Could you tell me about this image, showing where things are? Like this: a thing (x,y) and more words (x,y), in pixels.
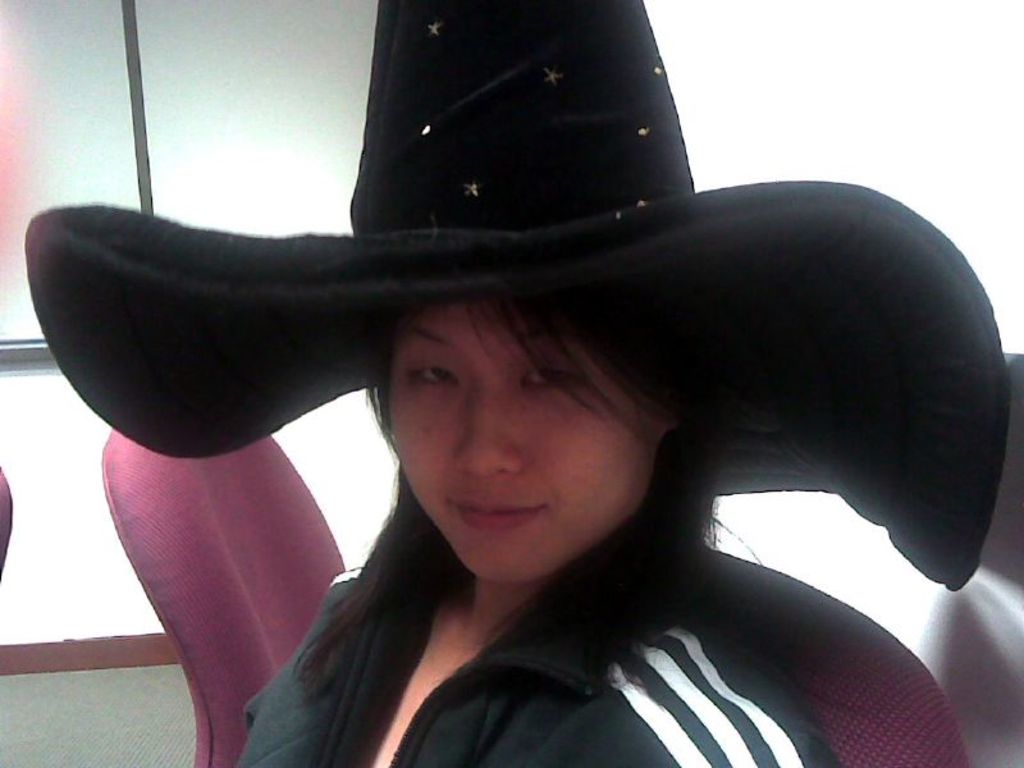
In the picture we can see a woman (570,534) sitting in the chair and she is wearing a hat (122,380) which is black in color and in the background (228,688), we can see a chair (235,699) which is pink in color and behind it we can see a wall (94,581).
